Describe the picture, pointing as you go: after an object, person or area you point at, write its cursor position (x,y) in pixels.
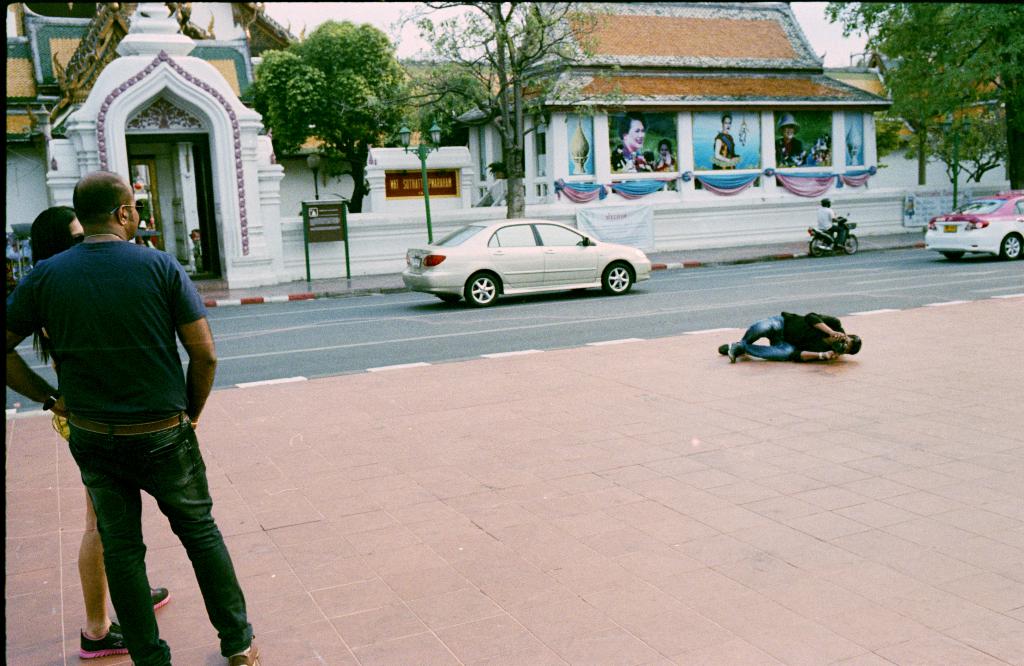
In this image there is a person (811,344) lying on the pavement (852,377). He is holding a camera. Left side there is a woman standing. Beside her there is a person (122,366). There are vehicles (832,238) on the road (834,272). A person (821,227) is riding the bike (838,251). There is a board (318,220) attached to the poles (309,276). Background (283,263) there are trees (526,133) and buildings (589,126). Top of the image (419,40) there is sky (441,13).
